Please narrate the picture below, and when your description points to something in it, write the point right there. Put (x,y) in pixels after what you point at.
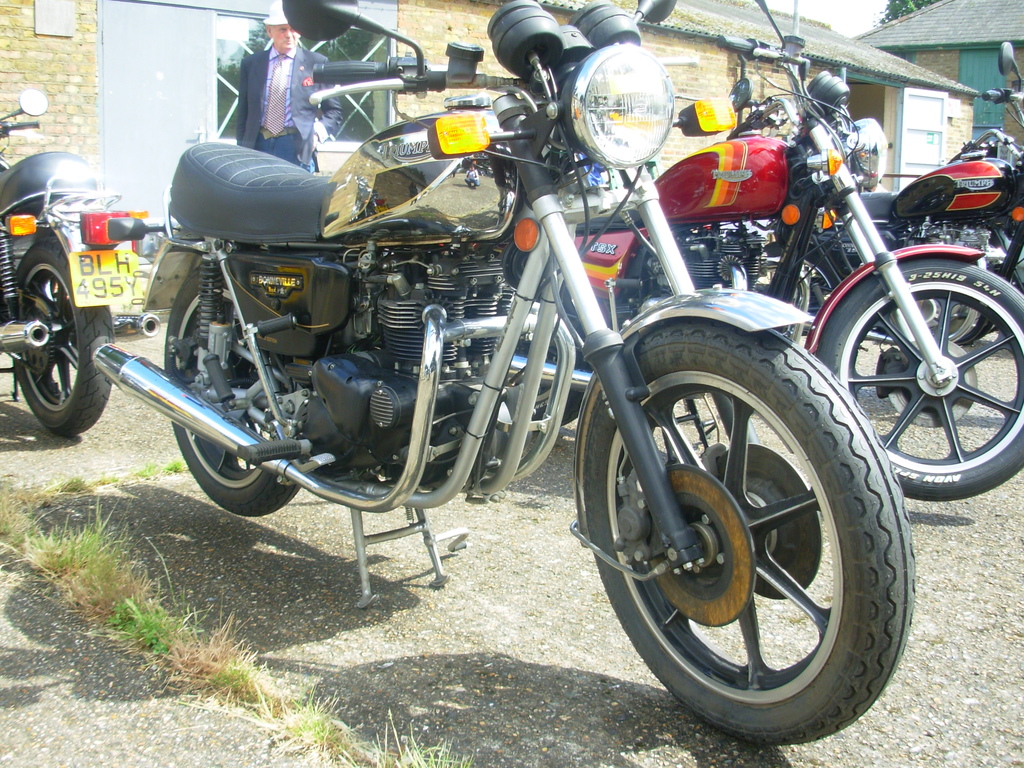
In this picture we can see motorcycles (542,426), person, grass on the ground (402,573) and in the background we can see houses (860,112) with doors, window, object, in the top right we can see a tree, sky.
